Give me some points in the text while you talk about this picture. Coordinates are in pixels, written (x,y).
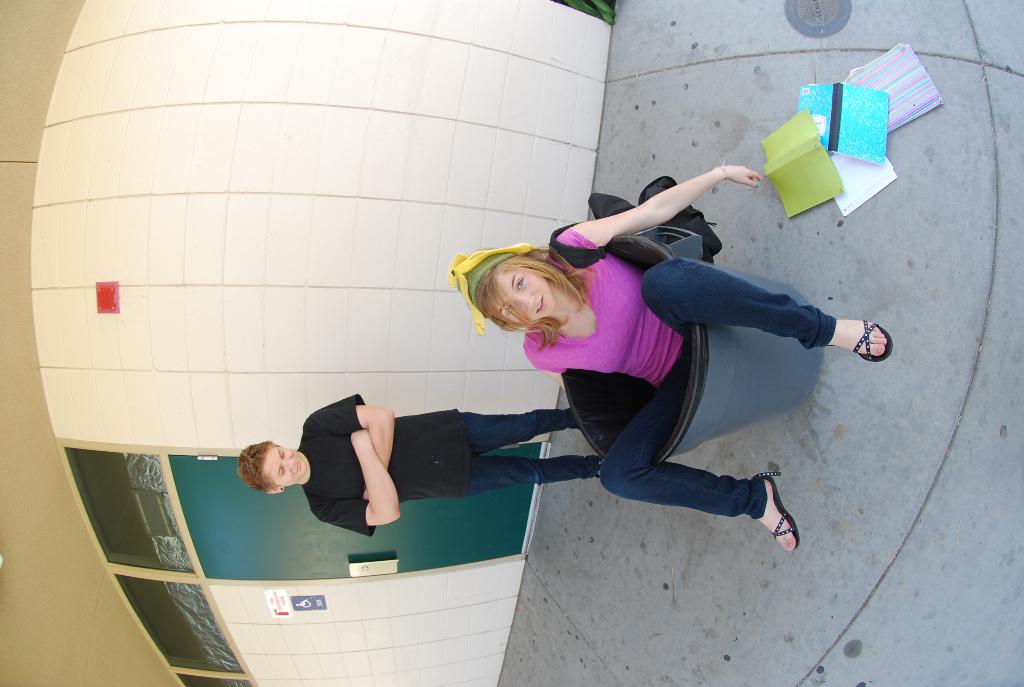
In the center of the image (654,430) we can see a girl (766,324) is sitting in a trash can (695,346). On the right side of the image (799,124) we can see the floor (935,137) and books (886,159). On the left side of the image (58,515) we can see the wall (173,369), roof (21,493), door (260,531), posters (296,604) on the wall (303,588) and a person (479,443) is standing.
